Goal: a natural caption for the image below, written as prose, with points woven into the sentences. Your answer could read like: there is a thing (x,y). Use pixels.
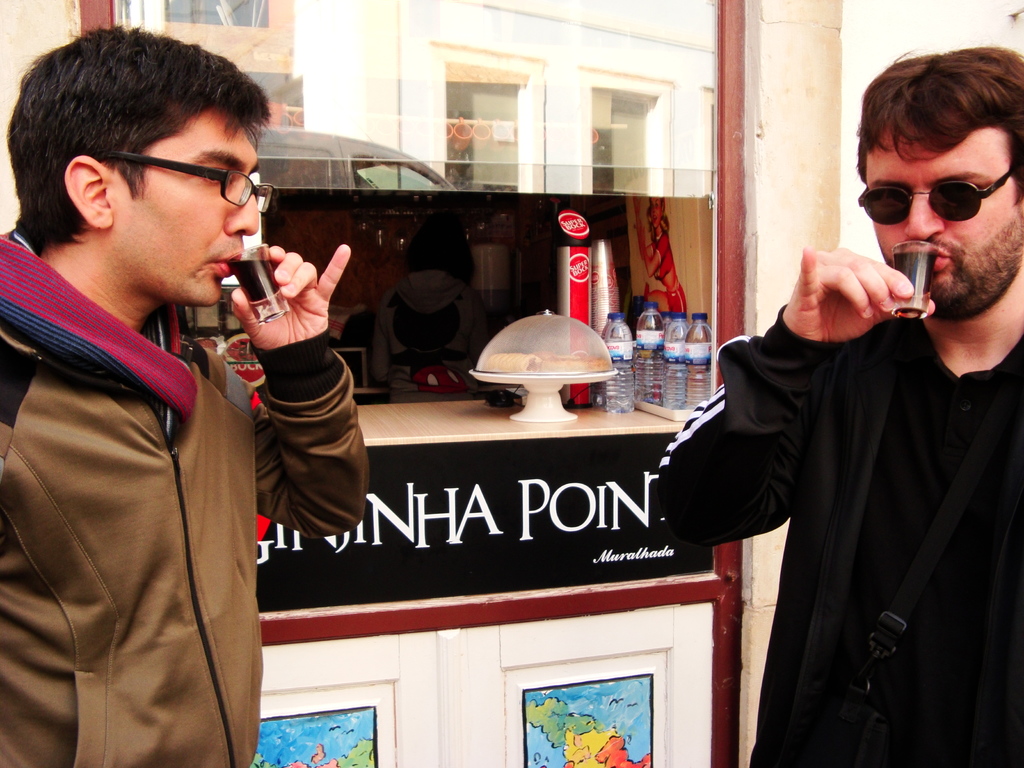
In this image there is one person (203,477) standing at left side of this image (166,354) is drinking and there is an another person (837,454) is at right side of this image (896,505) is wearing a black color dress (851,460) and holding a glass (915,299) and there is a glass window (493,87) at top of this image (535,99) we can see a building (394,83) at top of this image (457,96) and there are some bottles (685,394) are kept as we can see in middle of this image (629,351).
